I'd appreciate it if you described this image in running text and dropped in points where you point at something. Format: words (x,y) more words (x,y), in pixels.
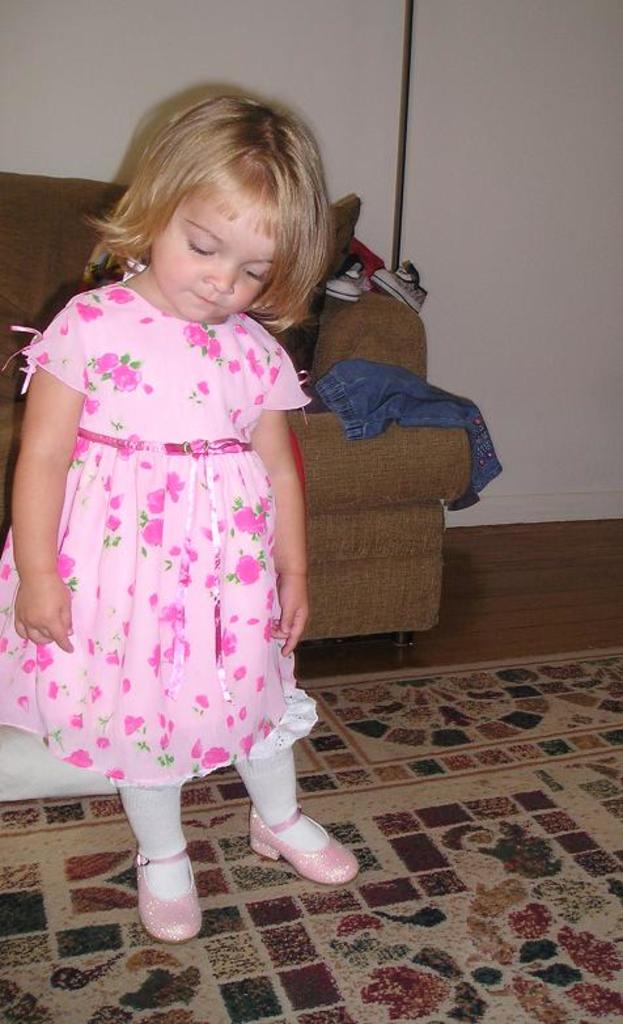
In this image we can see a child (276,578) standing on the floor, behind the child (48,394) there is a sofa (68,183), on the sofa (50,256) we can see jeans (485,460) and shoes (378,275), in the background (398,118) we can see a pole (401,129) and the wall (359,61).
